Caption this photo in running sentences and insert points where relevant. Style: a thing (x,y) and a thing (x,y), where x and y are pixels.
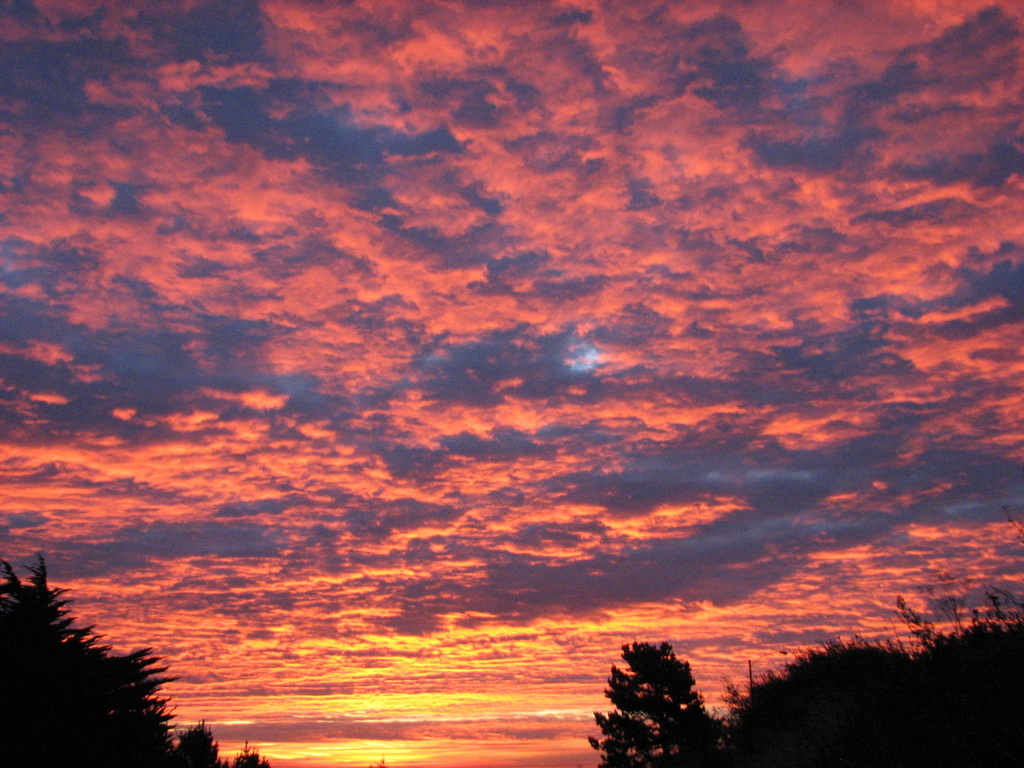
In this image we can see sky (422,307) with clouds (494,437) and trees (844,649).
